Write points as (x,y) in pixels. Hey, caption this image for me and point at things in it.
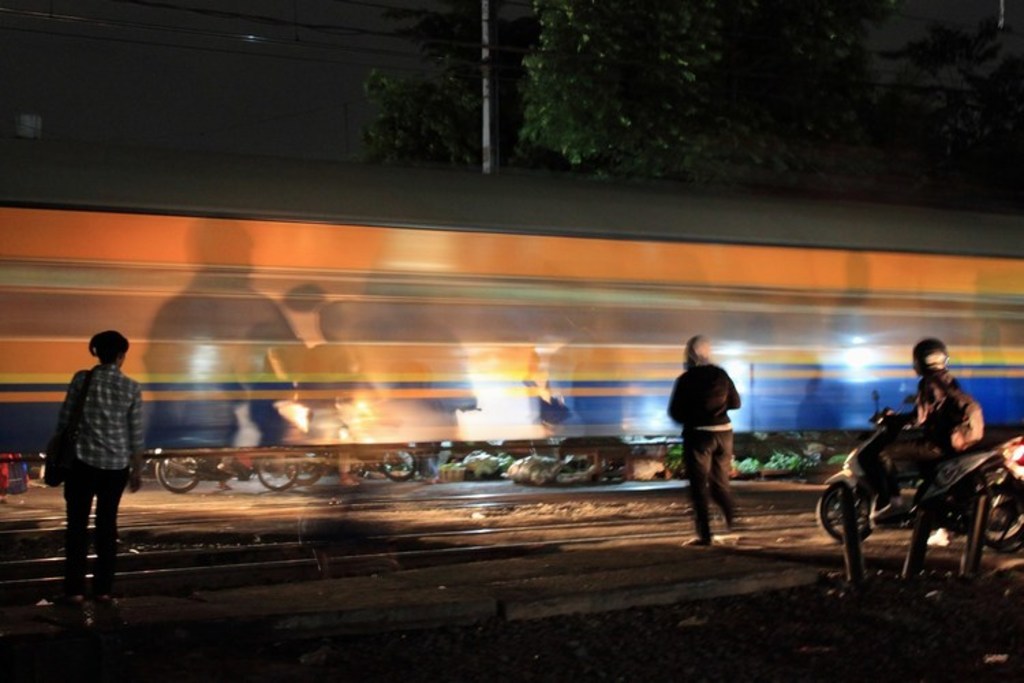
In this image on the right side (933,460) there is one person (936,437) who is sitting on a bike (934,478) and riding. On the left side (105,437) there is one woman (102,456) who is standing and in the middle of the image (679,417) there is one person (711,476) who is walking. On the top of the image (544,65) there is some trees (697,64) and in the middle of the image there is one pole (484,128) and on the left side (320,25) there are some wires (361,34). In the middle of the image (484,326) there is one train (445,310) and bikes (318,464) are there and on the right side of the image (781,462) there are some vegetables (820,464) are there and in the bottom of the image (759,593) there is some sand (759,612).
